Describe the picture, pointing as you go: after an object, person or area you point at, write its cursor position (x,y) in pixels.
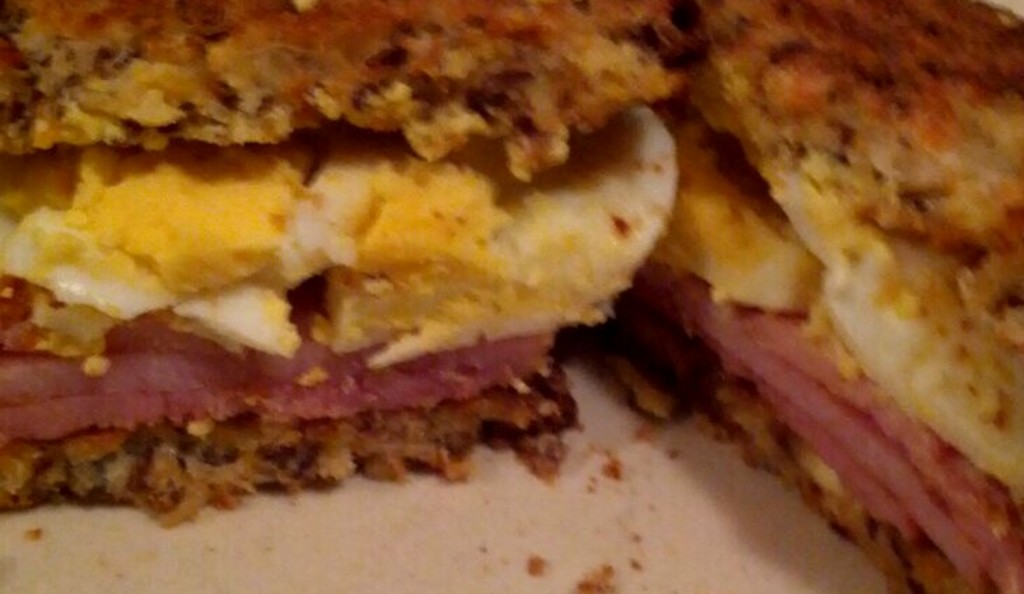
In this image there is food (399,303) on the plate (423,484). There are meat (438,384) and eggs (728,251) in the food (354,241).
